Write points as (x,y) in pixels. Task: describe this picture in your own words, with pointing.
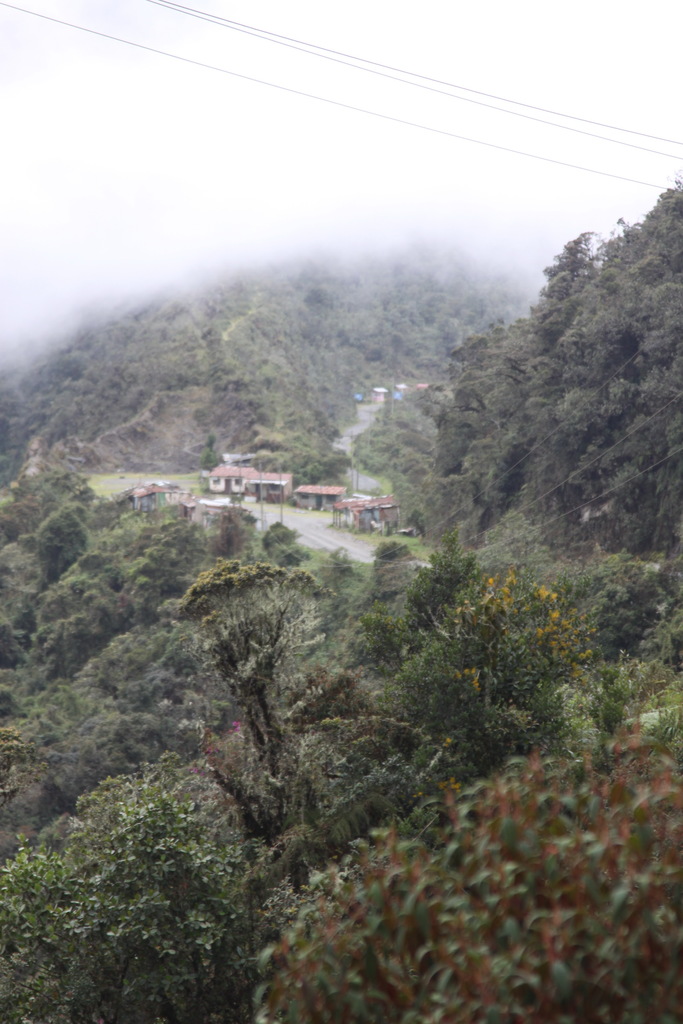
In this image there is a road (352,540) in the middle (334,528). Beside the road (363,544) there are houses (282,478). At the top (212,15) there are wires (429,89). At the bottom (319,792) there are so many trees (268,741). In the background (404,345) it seems like a hill (427,341) on which there are trees (448,304).
